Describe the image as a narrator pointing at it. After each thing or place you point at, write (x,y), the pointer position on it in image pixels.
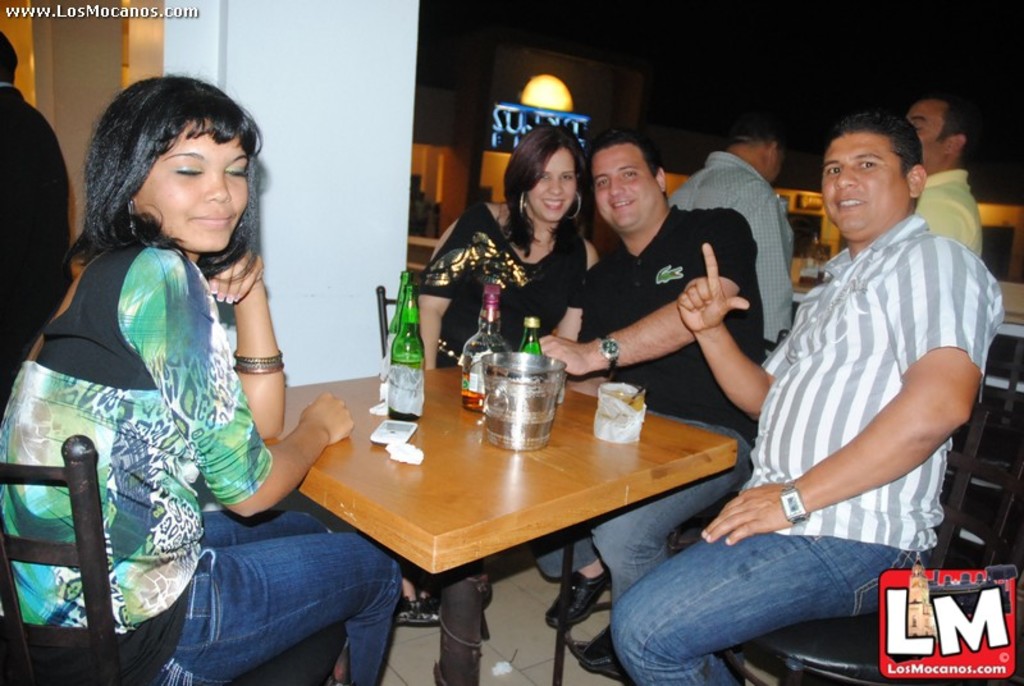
This picture describes about group of people (455,260) few are seated on the chair (828,627), in front of them we can find bottles (401,415), bowl (560,391), glasses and mobile (411,438) on the table (465,440).
